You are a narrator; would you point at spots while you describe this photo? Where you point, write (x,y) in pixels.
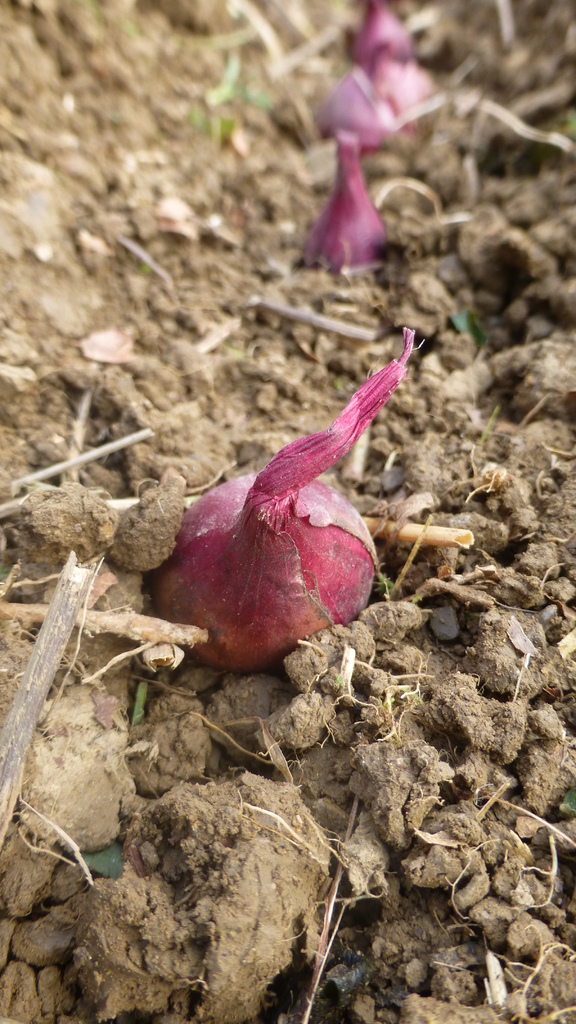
In this image I can see few onions (248,542) on the ground (40,583).
